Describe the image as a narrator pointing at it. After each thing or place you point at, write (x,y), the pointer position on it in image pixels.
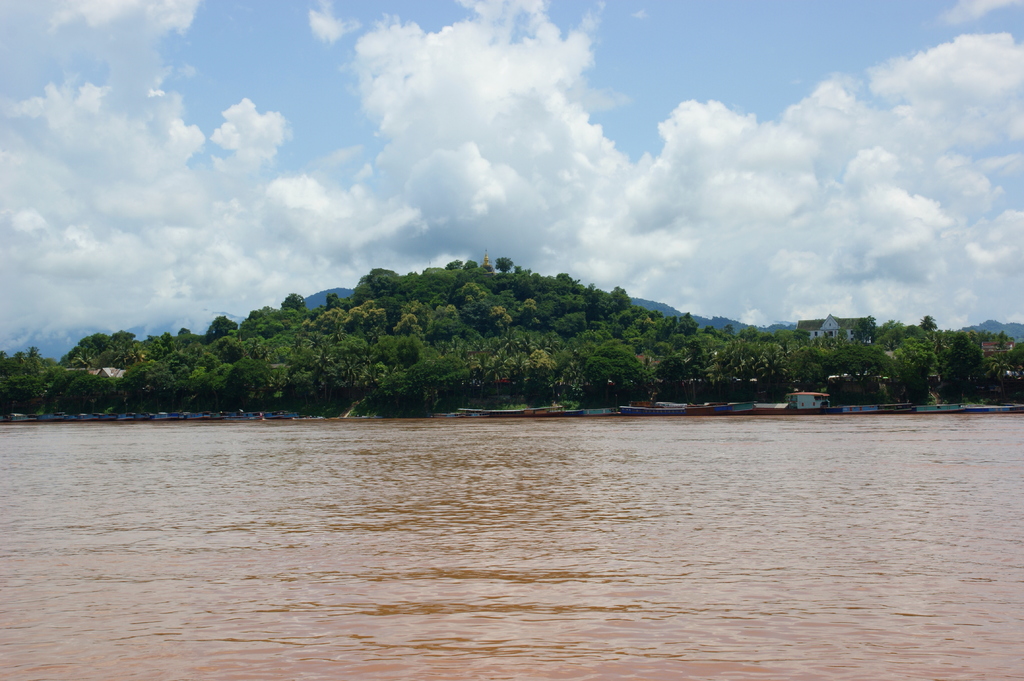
In this image I can see the water (385,546). In the background (398,379) I can see many trees (761,378), houses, clouds (475,178) and the sky (279,41).
